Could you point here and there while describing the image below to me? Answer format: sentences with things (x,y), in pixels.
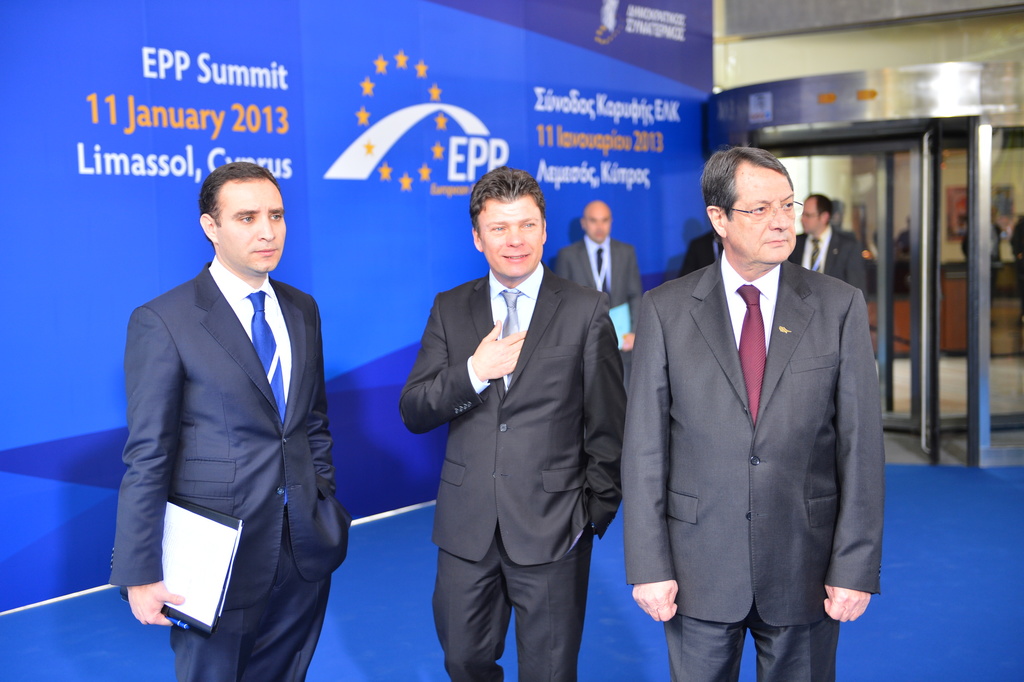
This picture describes about group of people (572,401), few people (323,450) holding files (224,537), in the background (362,328) we can see a hoarding (413,129).
